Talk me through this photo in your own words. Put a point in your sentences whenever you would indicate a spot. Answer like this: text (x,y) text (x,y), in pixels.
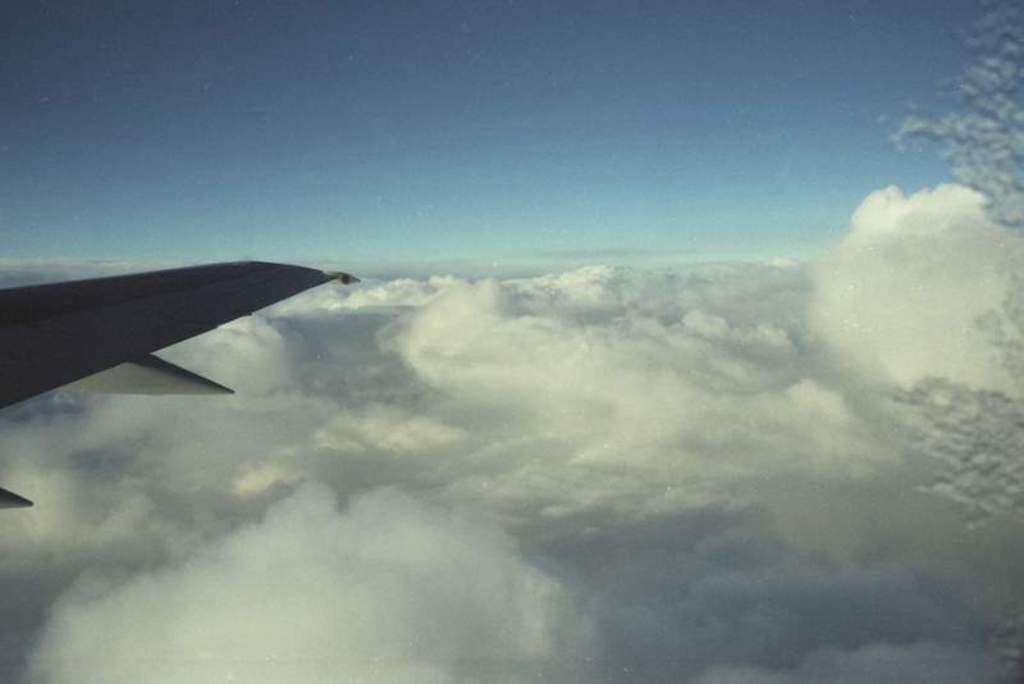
In this picture we can see an airplane wing (274,283) and in the background (582,284) we can see the sky (443,126) with clouds (536,407).
